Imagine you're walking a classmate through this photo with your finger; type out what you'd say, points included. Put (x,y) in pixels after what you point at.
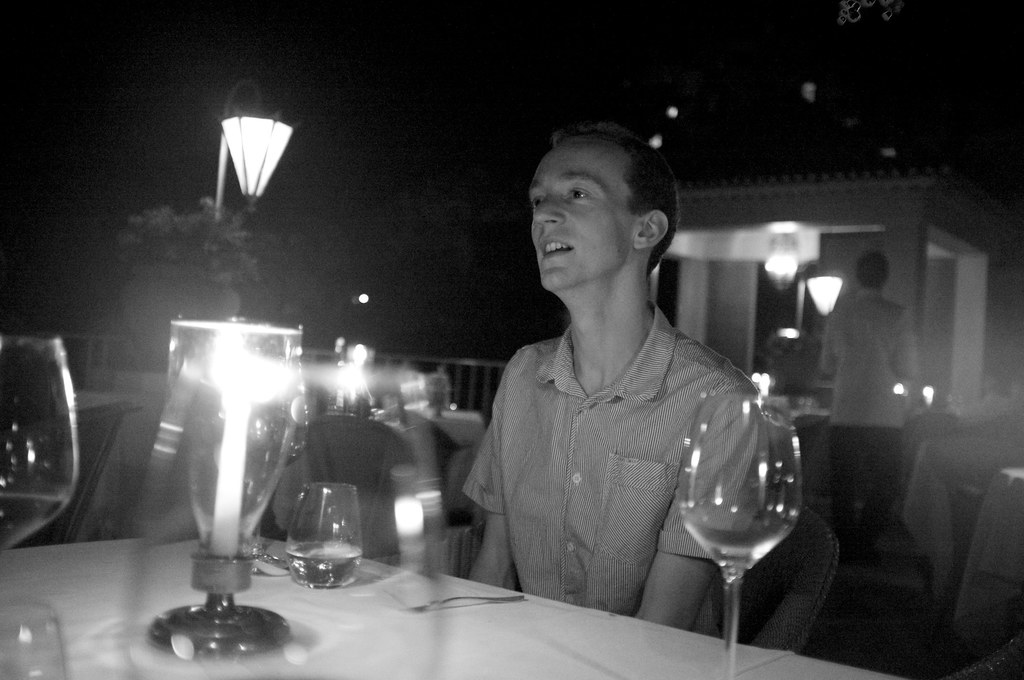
There is a man (679,444) sitting on a chair (796,600) in front of a table (193,599). This is a lamp (260,476). This is a tree (161,222). There is a man (855,311) who is walking.
